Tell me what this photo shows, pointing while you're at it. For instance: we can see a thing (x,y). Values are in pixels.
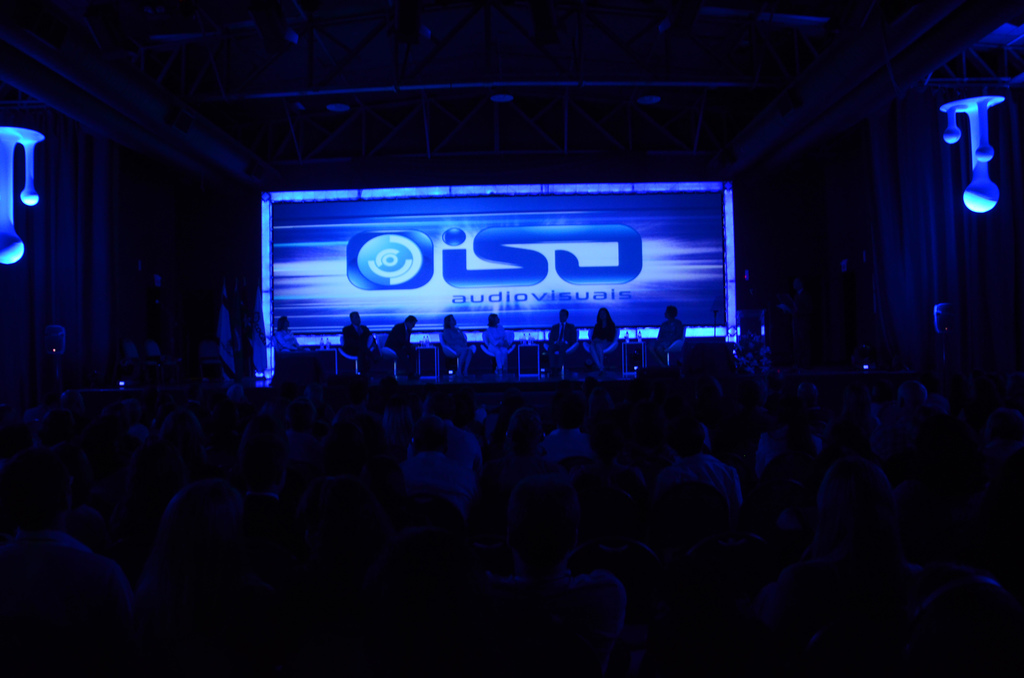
In the picture we can see a person (345,519) sitting on the chairs (450,518) on the floor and on the stage (284,383) we can see some people (680,324) are sitting on the chairs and behind them, we can see a screen (542,298) which is blue in color and written on it as an ISO audio visuals.
